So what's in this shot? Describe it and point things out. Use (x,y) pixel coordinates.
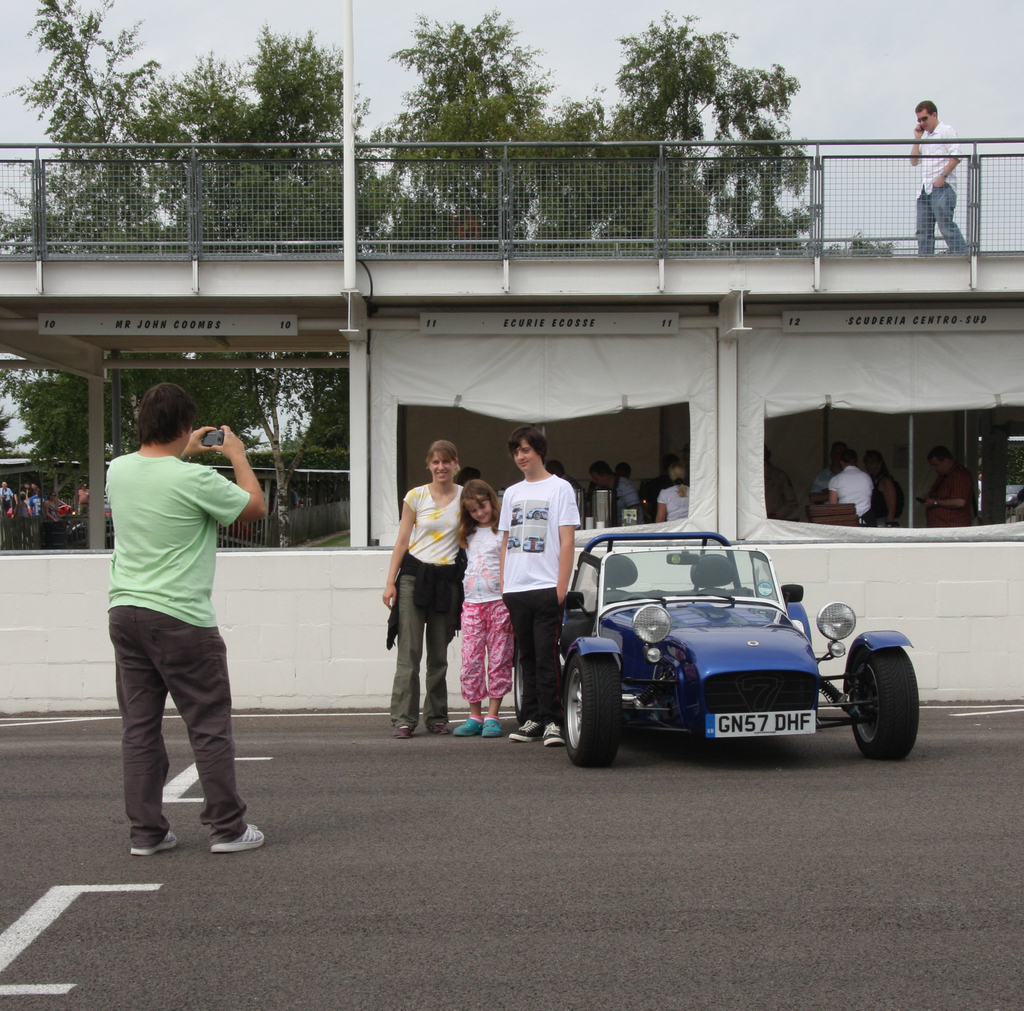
In this image, we can see the road (831,779) and there is a car (761,636) on the road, there are some people (524,571) standing, there is a man (120,564) standing and he is taking a picture, in the background (278,450) there are some green trees (318,142), at the top (392,106) we can see the sky (779,29).
